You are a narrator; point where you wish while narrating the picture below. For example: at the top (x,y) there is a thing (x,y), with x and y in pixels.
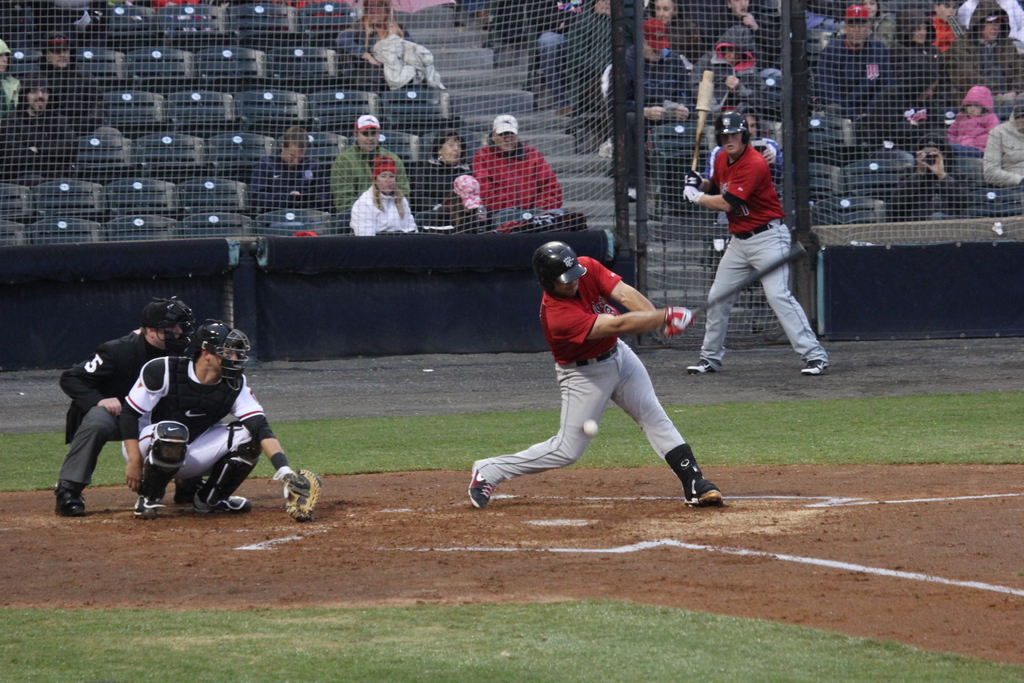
There is one person (618,301) standing and holding a bat (759,274) in the middle of this image (608,368). There is one other person (738,216) standing on the right side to this person (612,298). There are two persons (227,372) sitting on the left side of this image (198,449). There is a fencing (692,260) in the background (529,253). There are some persons (900,107) sitting on the chairs (281,103) at the top of this image (517,153).
